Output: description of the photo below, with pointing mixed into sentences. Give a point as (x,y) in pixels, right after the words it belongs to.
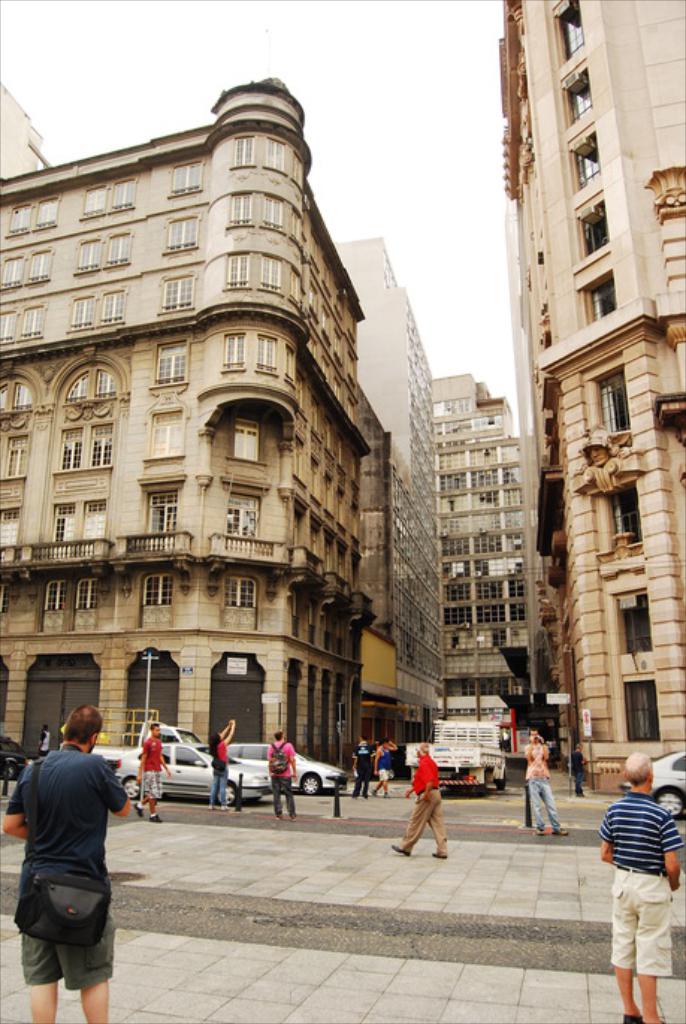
In this image I can see the group of people (645,840) are on the road (377,808). These people (79,766) are wearing the different color dresses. I can also see few vehicles (484,785) are on the road (464,805). In the background (344,497) I can see many buildings (333,392) and the white sky (494,378).
